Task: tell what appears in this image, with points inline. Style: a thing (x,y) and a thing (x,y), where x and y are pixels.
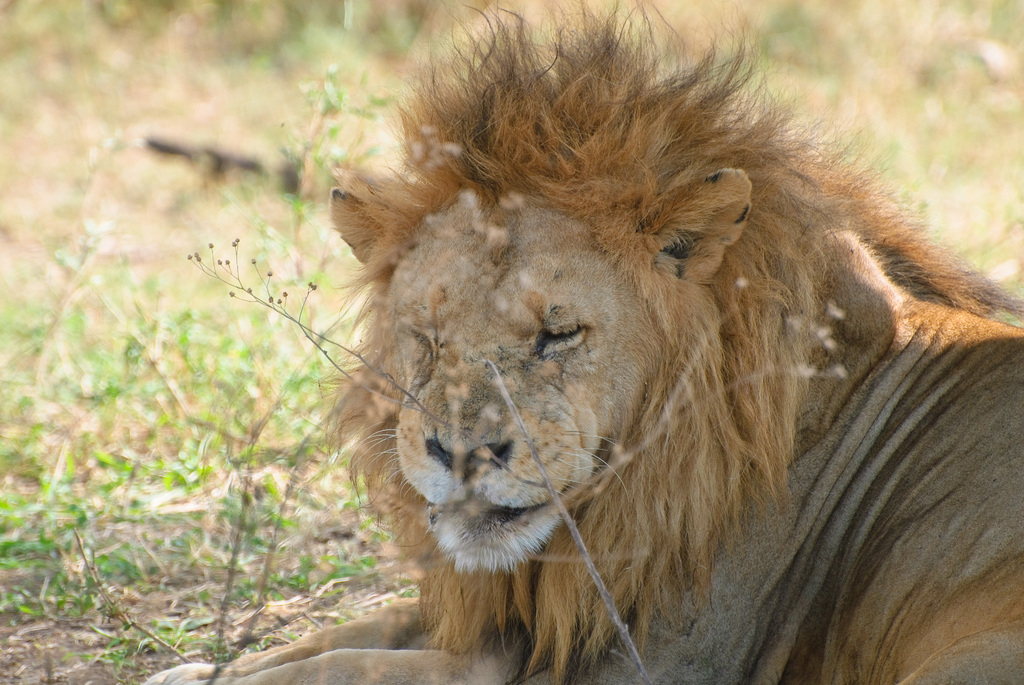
In this image there is a lion (423,331).
